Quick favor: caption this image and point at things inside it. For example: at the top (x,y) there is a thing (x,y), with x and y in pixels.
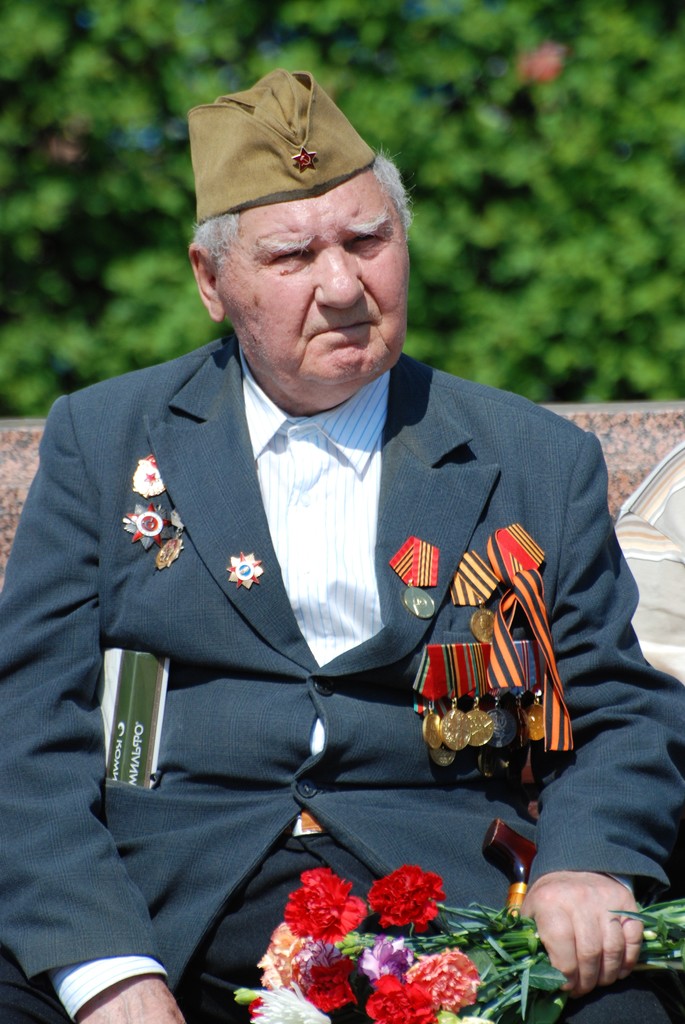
A man (622,570) is sitting he wore a coat (576,677), shirt (367,534) and a cap (332,153). There are bouquet of flowers (460,931) in his hand (573,900). Behind him there are trees (346,65).
